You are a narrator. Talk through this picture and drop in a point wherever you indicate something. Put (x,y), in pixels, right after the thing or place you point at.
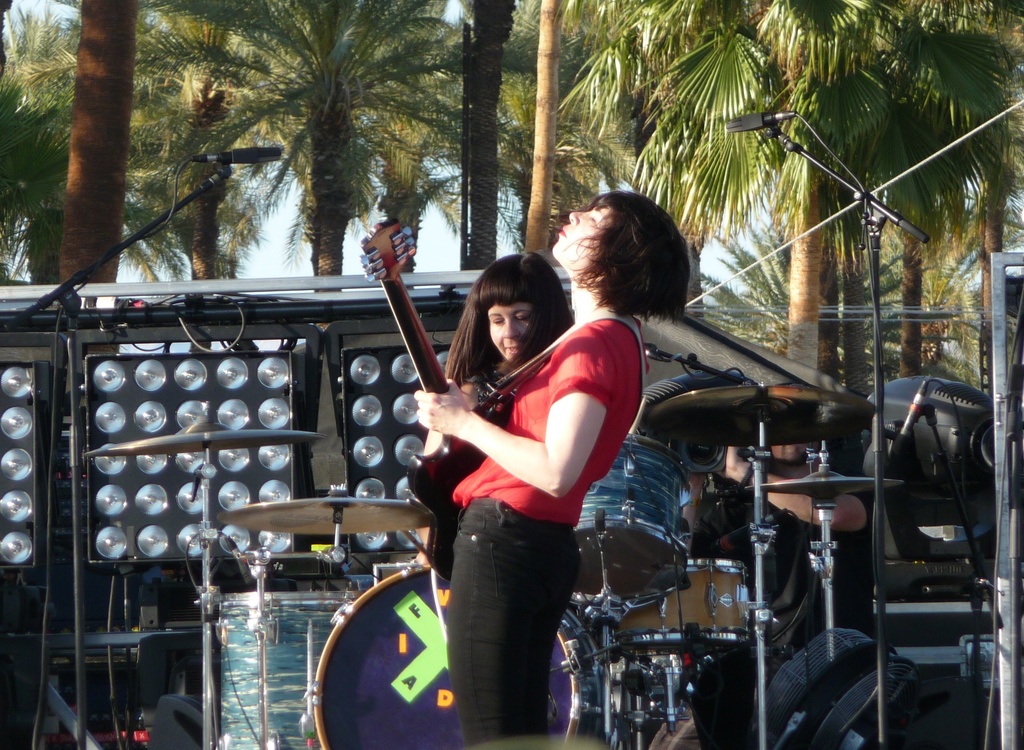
In this image, we can see a woman (522,482) holding a guitar (475,457) and standing. Behind her we can see another woman (526,353) and musical instrument (573,598). On the right side of the image (757,562), we can see the rods (829,526), light (934,566), some objects (829,526) and a person (772,506). In the background (995,231), there are lights (31,505), trees (400,159) and the sky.
